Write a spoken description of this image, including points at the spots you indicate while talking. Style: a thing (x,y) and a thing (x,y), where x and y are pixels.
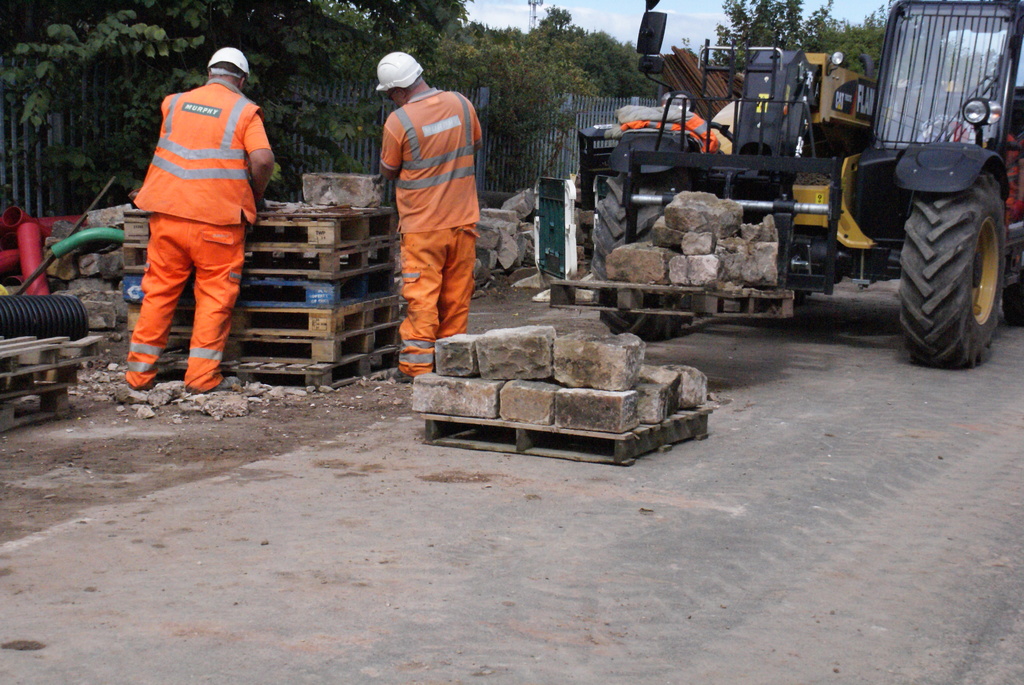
In this image, we can see persons (243,189) in front of wooden pallets (309,269). There are rocks (724,207) on wooden pallets (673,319). There is a vehicle (927,238) in the top right of the image (909,98). There is a fencing (548,140) and some trees (529,49) at the top of the image (367,32).
